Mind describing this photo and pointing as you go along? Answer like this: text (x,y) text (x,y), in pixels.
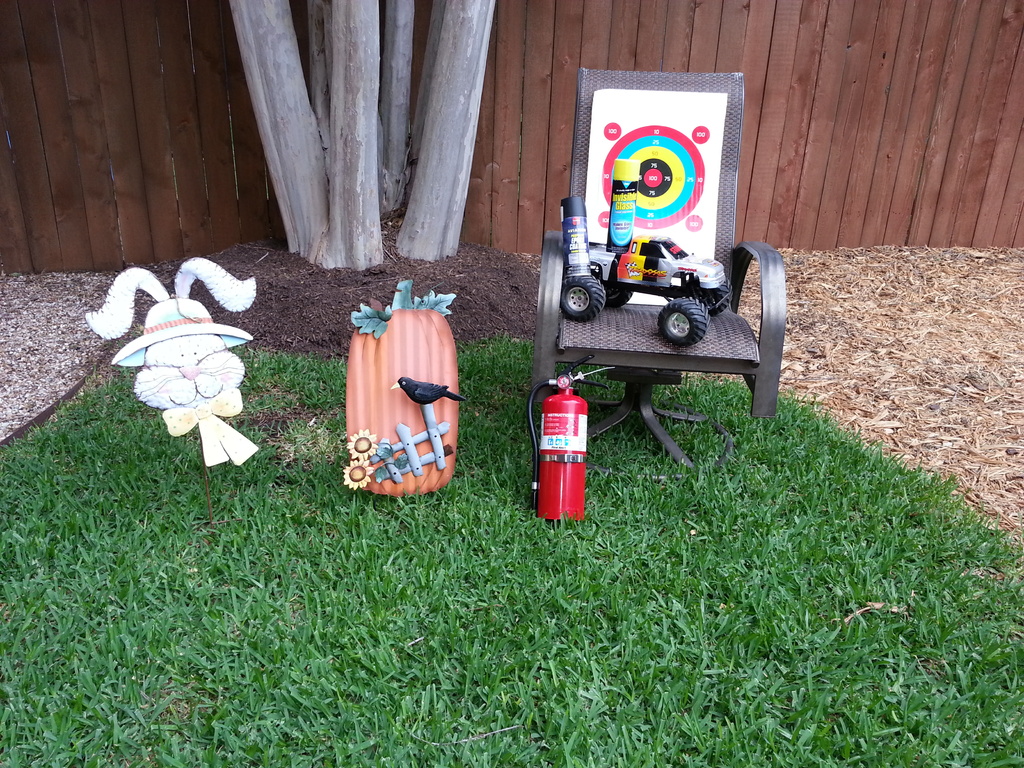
In this picture we can see a chair (669,373), fire extinguisher (533,447) and toys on the grass (493,539). On the chair (639,329) we can see a toy vehicle (666,276) and bottles (622,197). In the background (740,316) we can see the wall (811,69), dried leaves (967,323), soil (476,282) and tree trunks (462,97).
